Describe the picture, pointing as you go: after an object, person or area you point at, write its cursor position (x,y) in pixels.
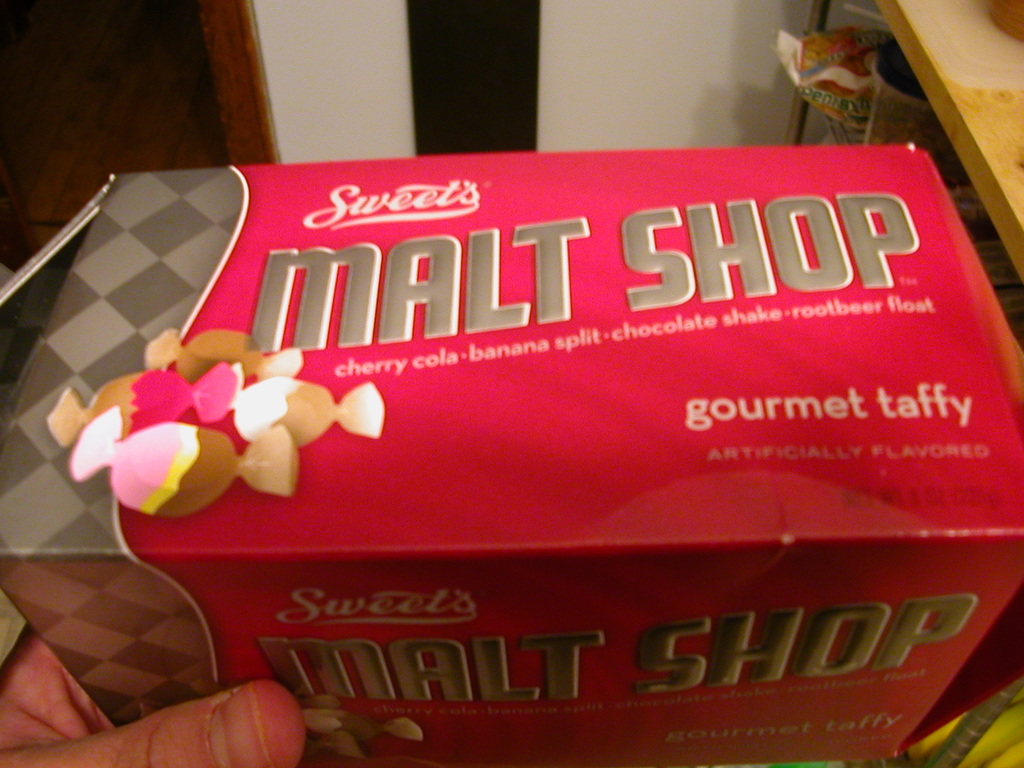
In this image we can see a box (574,509), There is a hand (59,681) of a person (223,718) on the left corner (66,713). There is a wooden and metal object (818,17) on the right corner (1003,152). It looks like a wall (641,40) in the background (574,81).
